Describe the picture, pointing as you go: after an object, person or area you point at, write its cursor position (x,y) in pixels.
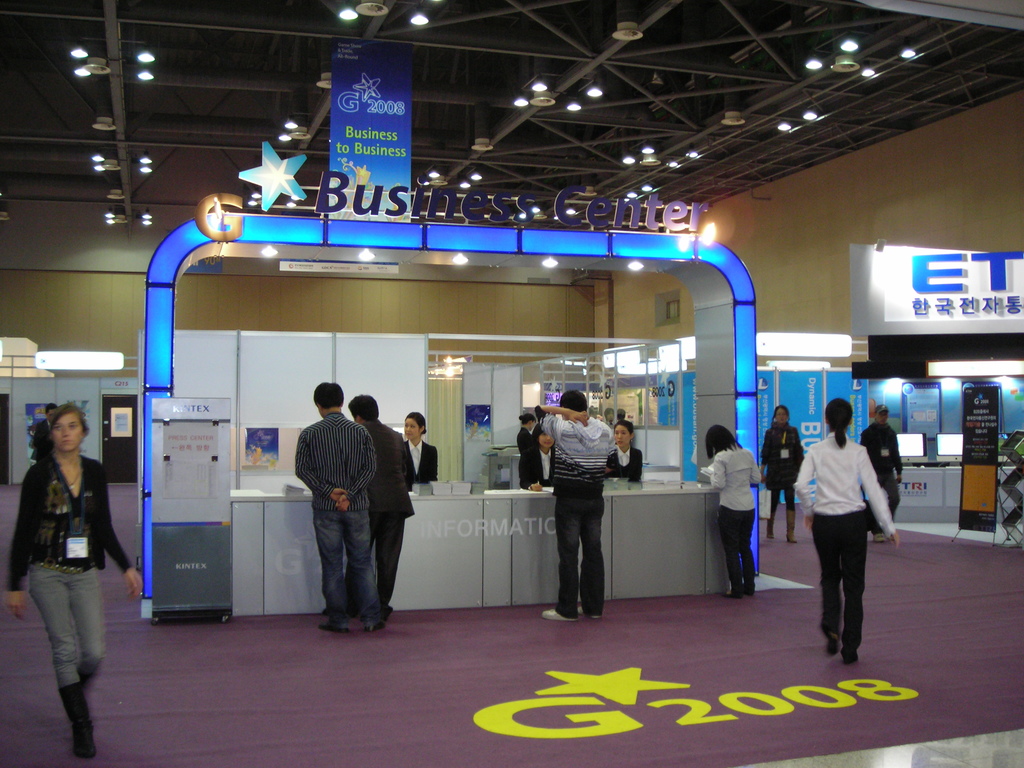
In this image I can see on the left side (15,519) a woman (33,510) is walking. In the middle (580,406) a group of people (554,485) are standing and it looks like a hoarding (161,299) with lights (368,257), at the top (902,52) there are lights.
